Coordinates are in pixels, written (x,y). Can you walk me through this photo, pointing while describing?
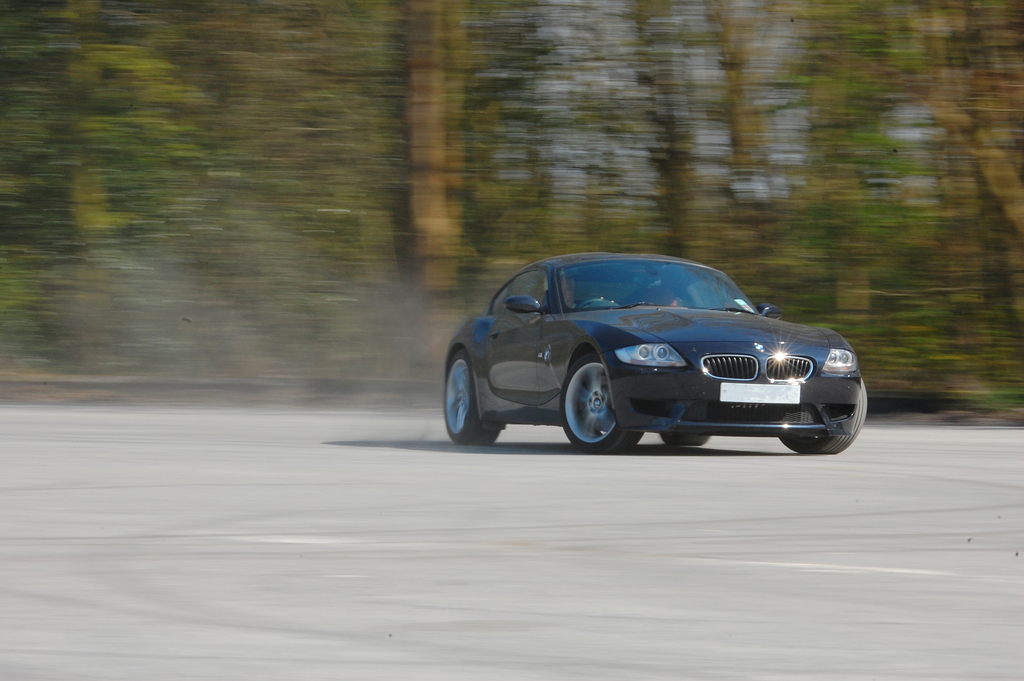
In the center of the image (571,351) we can see one black car (557,408) on the road (470,571). In the background (177,108), we can see trees (502,138), smoke (106,318) and a few other objects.
